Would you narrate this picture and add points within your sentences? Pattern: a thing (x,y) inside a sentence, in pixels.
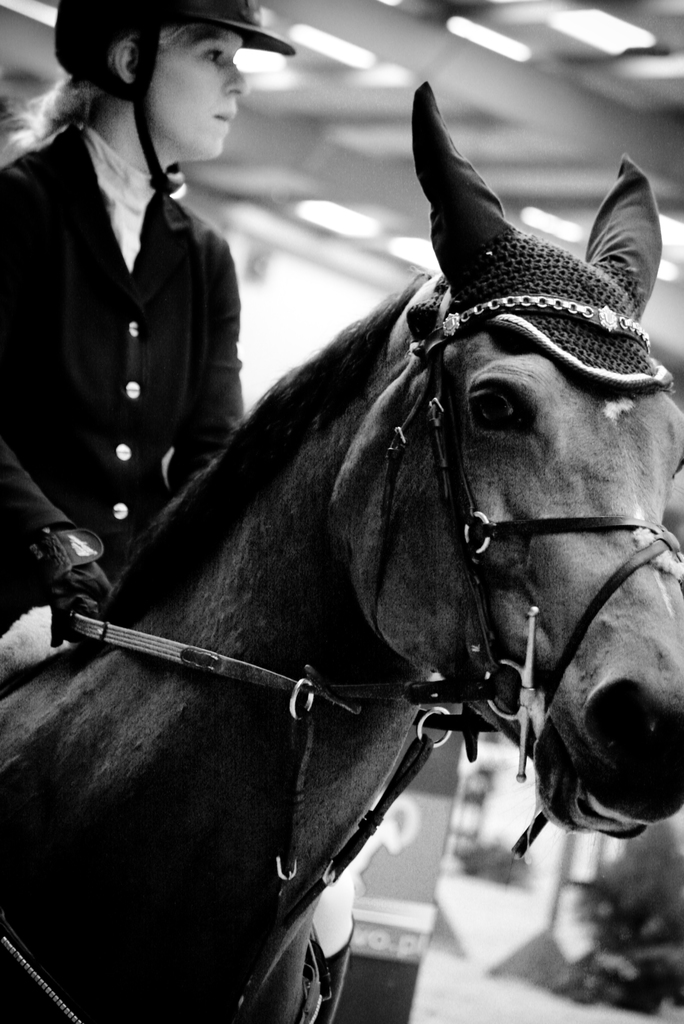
In this image there one women (89,354) is riding a horse (184,591), as we can see there is a women (111,378) sitting on the left side of this image (122,349) and there is a horse (334,581) in middle of this image (360,620) and there are some objects (555,893) kept on the bottom right corner of this image (493,862). There are some lights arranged on the top of this image (342,43).
